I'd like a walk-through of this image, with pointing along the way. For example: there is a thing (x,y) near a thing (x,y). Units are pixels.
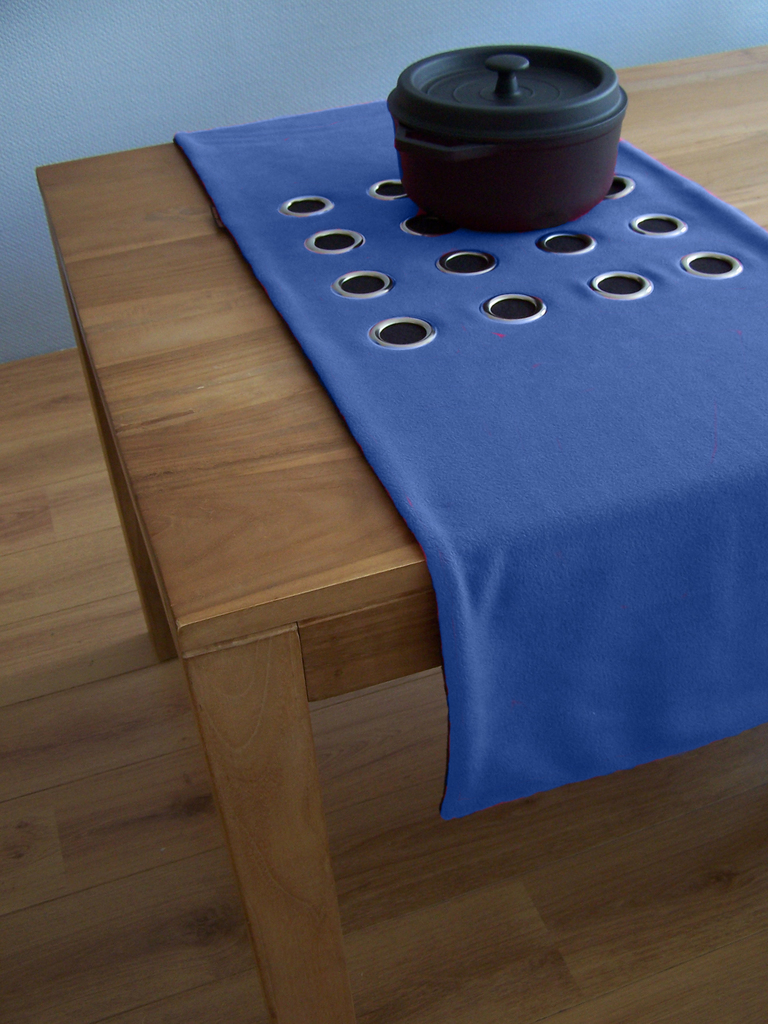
In this image I can see the brown colored wooden floor (103,822) and on it I can see a table (228,541) which is cream and brown in color. On the table (177,466) I can see a blue colored cloth (583,472) and on it I can see a bowl (547,171) which is brown and black in color. In the background (378,41) I can see the blue colored wall (224,46).
